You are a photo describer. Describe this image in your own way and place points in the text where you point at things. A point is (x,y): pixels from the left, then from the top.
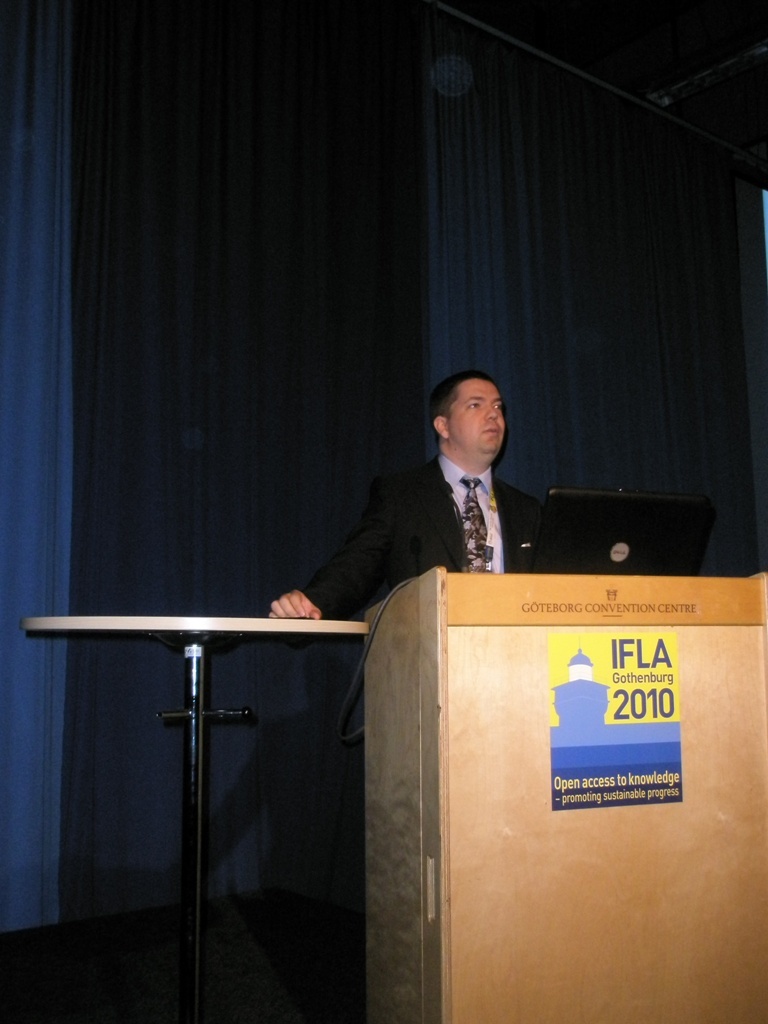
In this picture we can see a man (508,521) standing at the podium (477,822) and in front of him we can see a laptop (666,521), table (294,621), poster (553,693) and in the background (298,685) we can see curtains (395,211).
